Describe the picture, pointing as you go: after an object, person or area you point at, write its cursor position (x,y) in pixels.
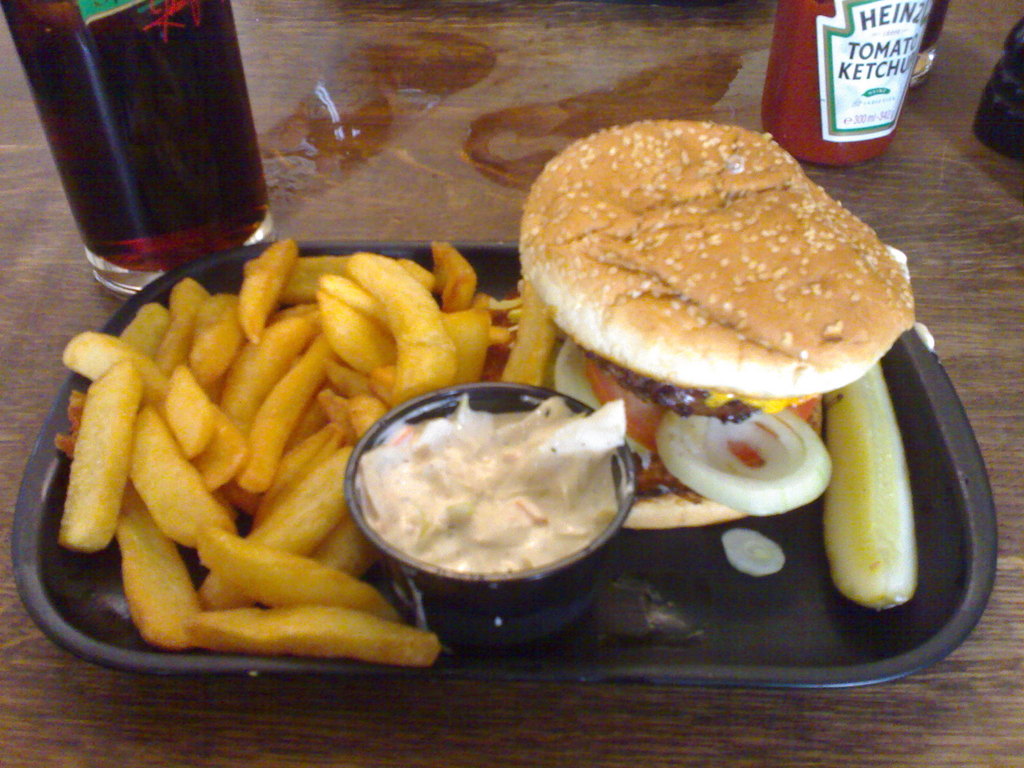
In the foreground of this picture (183,277) we can see a black color platter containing french fries (272,376), burger (710,446) and some other food items (862,404) and we can see an object (69,134) seems to be the glass of drink (181,134) and we can see a bottle of tomato ketchup (798,79) and some other objects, we can see a wooden table (343,134).
